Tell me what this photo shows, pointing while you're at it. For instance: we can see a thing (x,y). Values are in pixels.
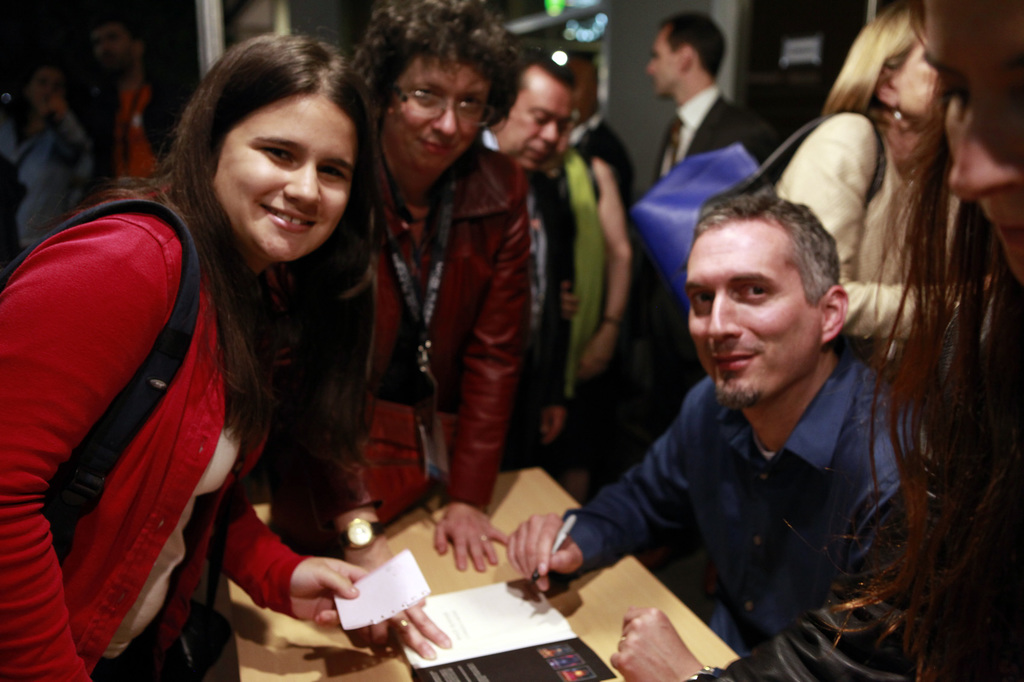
In this image I can see group of people (355,123) standing. One person (215,230) is wearing bag (150,394) and holding paper (392,567). In front (550,558) I can see a person (615,534) holding pen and book (549,640) is on the brown table (636,588).
